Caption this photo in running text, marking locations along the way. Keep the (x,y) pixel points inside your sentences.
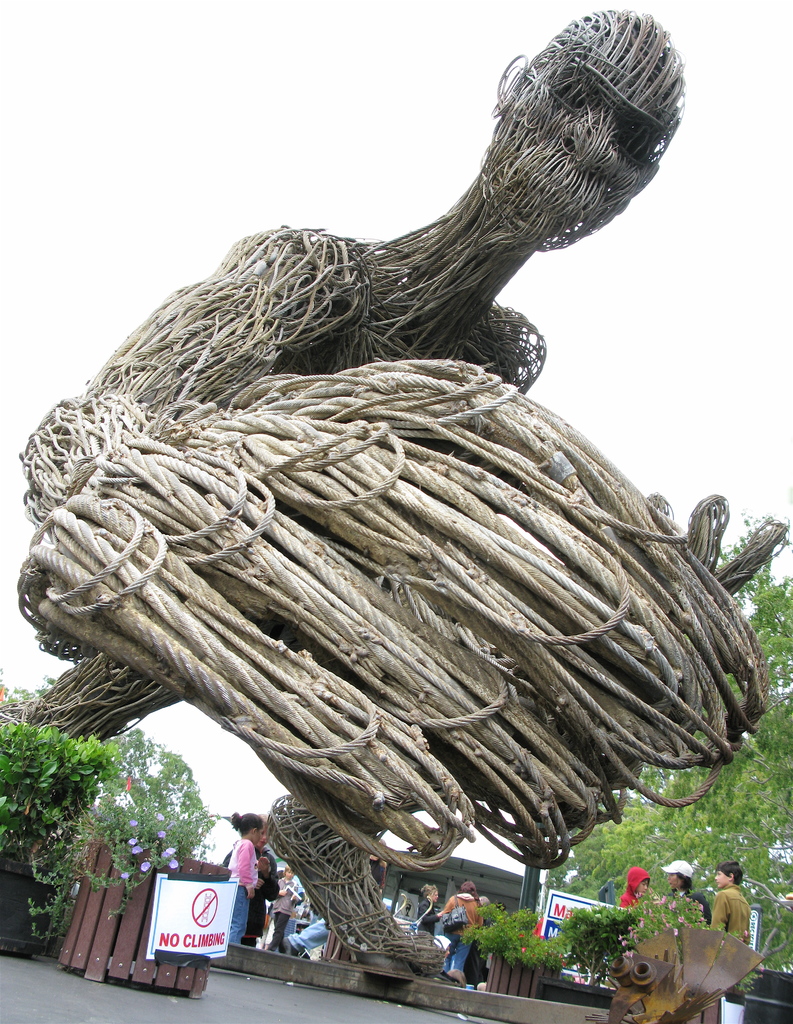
In this image I see the depiction (518,342) of a person (393,344) which is made of ropes (372,570) and I see plants (58,752) and I see number of people (461,913) and I see the tree (777,609) over here. In the background (777,445) I see the clear sky (387,24) and I see the path (121,999).
